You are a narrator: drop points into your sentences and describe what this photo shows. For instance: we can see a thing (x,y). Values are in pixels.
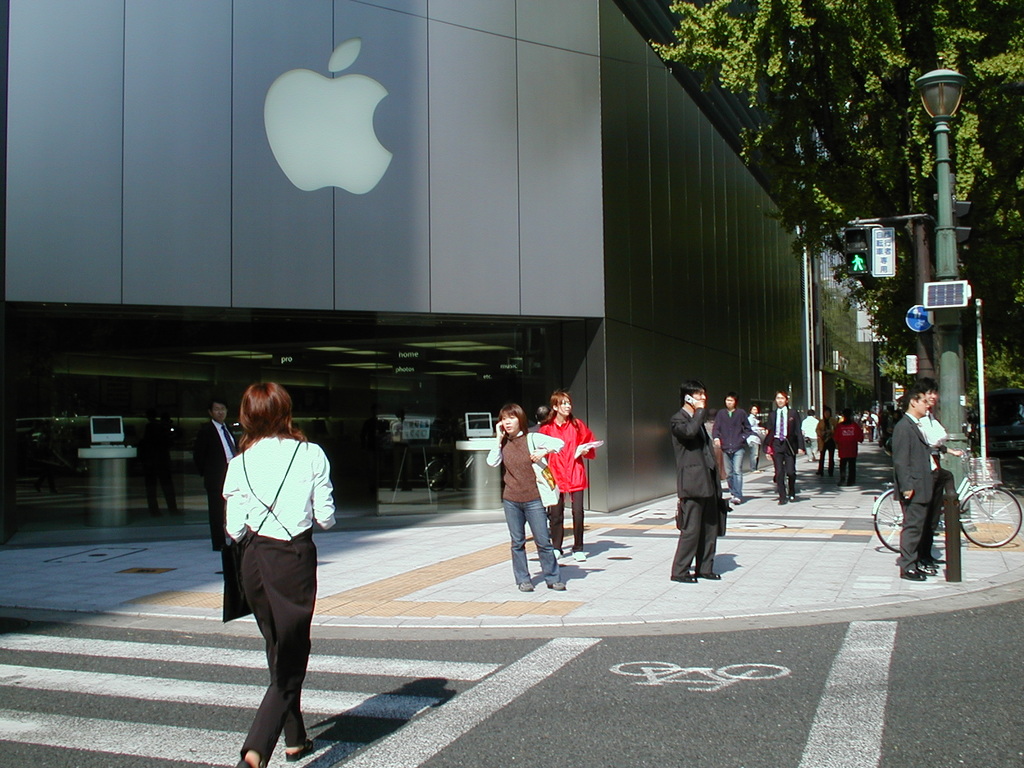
In this image there are group of persons (515,560) standing and walking. On the right side (922,297) there is a pole (946,236) and there are trees (900,325). On the left side (273,145) there is a building (366,274), and on the wall (386,190) of the building (392,201) there is a symbol (350,130) of an apple (349,127).
